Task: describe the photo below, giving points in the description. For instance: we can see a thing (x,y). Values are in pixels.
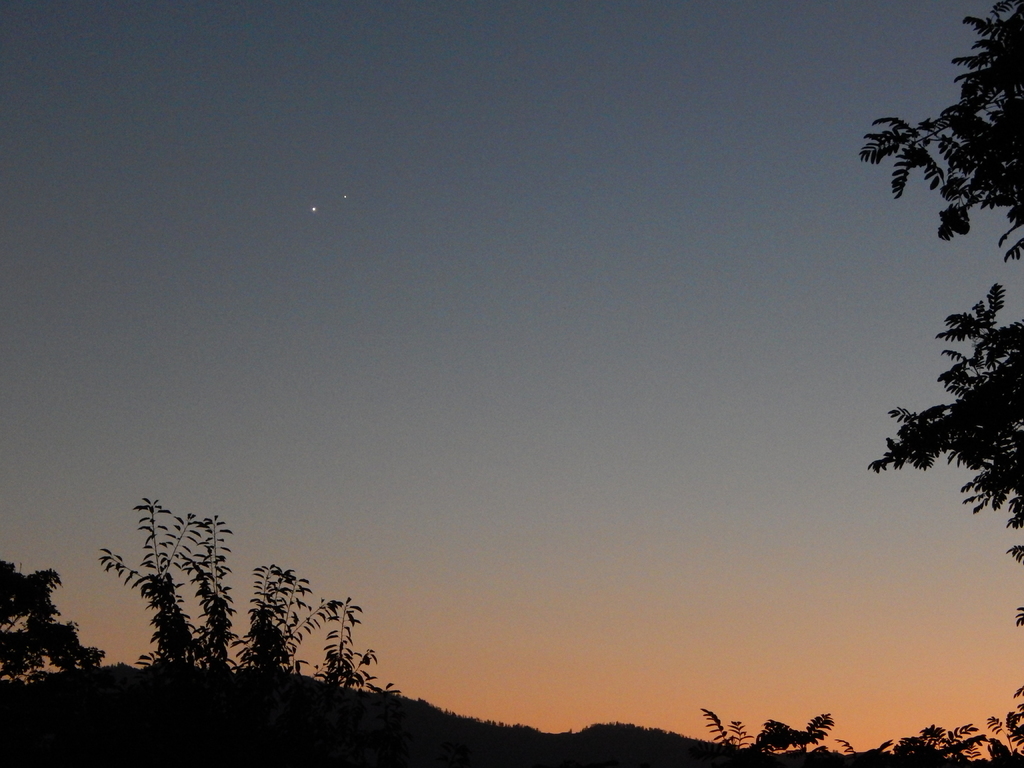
In this image there are trees (1017,115) and leaves (182,634), at the top of the image (310,211) there are stars (346,198) in the sky (346,185).
